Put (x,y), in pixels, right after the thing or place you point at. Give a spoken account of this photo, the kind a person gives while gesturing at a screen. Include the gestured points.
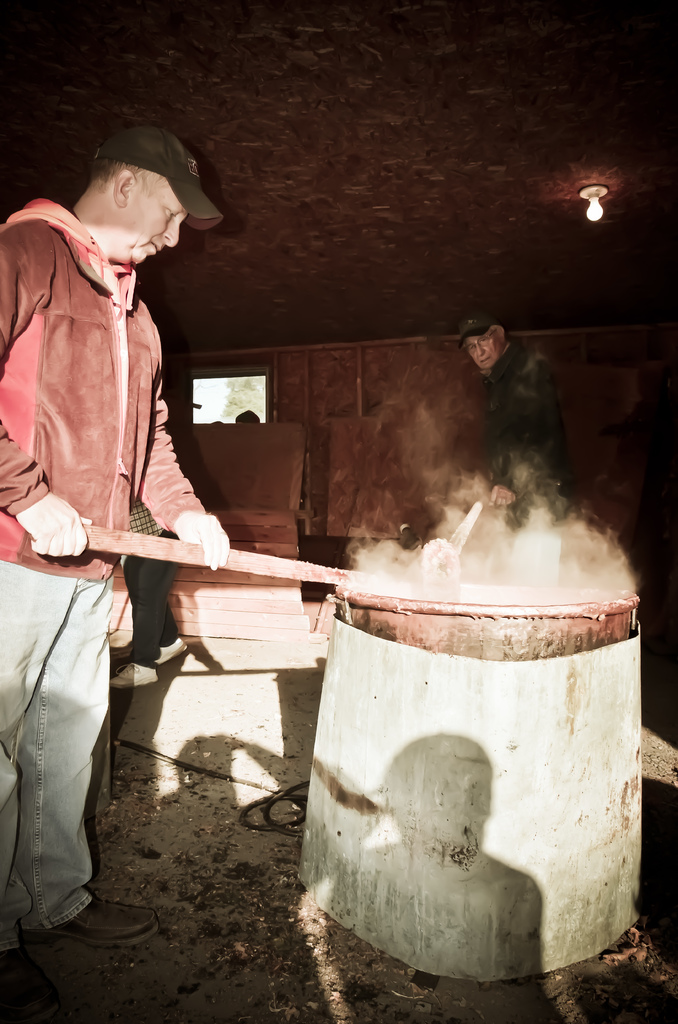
On the left side (37,392) there is a person (67,468) wearing cap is holding a rod (196,560) in the hands (196,538). There is a box (485,610) with smoke (512,560). In the back (509,385) another person (516,400) standing and wearing a cap (463,333). In the background (338,361) there is a wall (335,386). Also there are other items (303,513). On the floor (251,810) there is wire (258,804).
